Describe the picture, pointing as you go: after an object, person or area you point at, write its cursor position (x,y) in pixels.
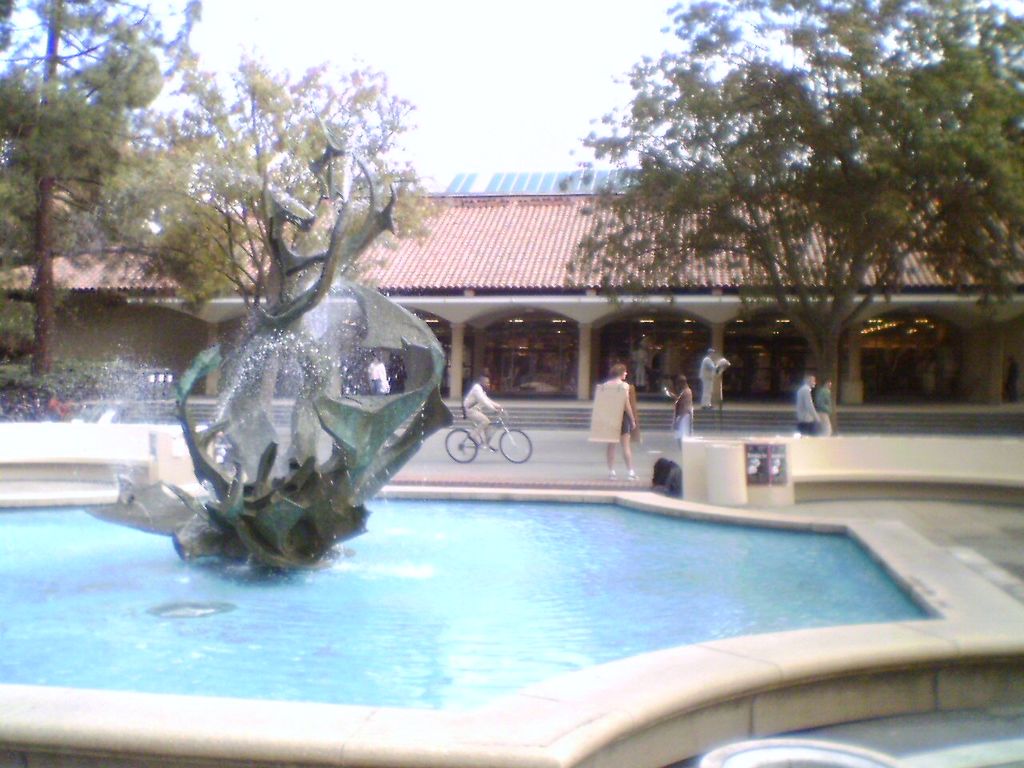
In the picture I can see the water fountain (709,612), a person (488,407) riding bicycle (504,425), a few people (807,433) walking on the road (545,449), we can see steps (558,423), a house (562,398), trees (167,255) on either side of the image and the sky (504,110) in the background (468,141).
